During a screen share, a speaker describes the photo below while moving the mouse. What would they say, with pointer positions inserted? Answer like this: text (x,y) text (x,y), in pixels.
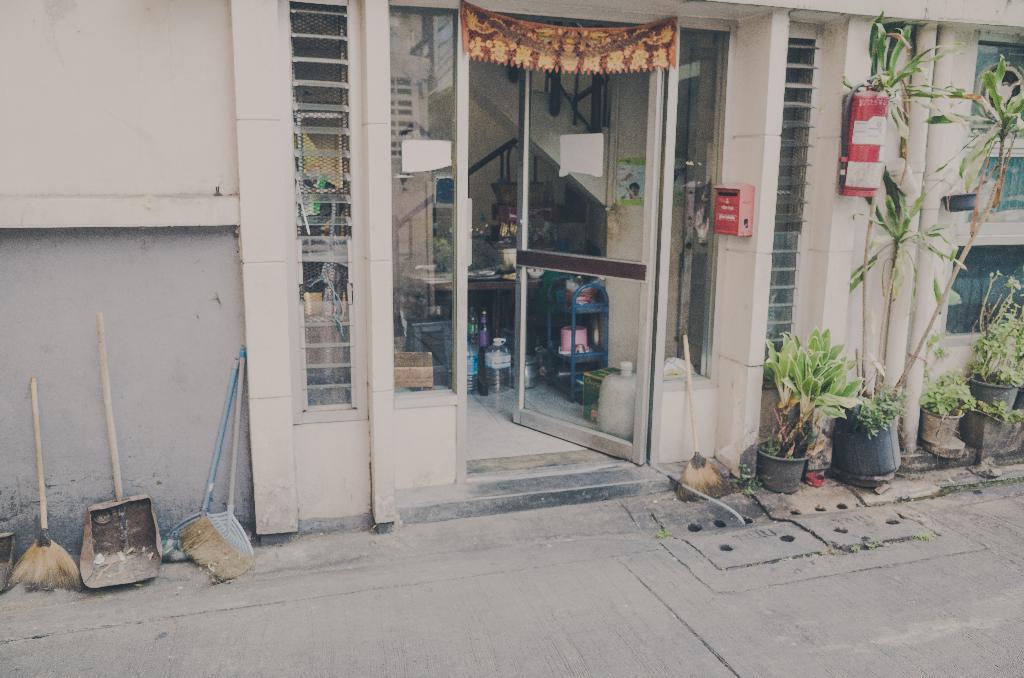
In the center of the image (554,250) there is a door (549,421). On the right side of the image (1018,49) we can see house plants (871,379), trees (888,208), windows (790,150) and fire extinguisher (879,116). On the left side of the image (177,104) we can see shovel (107,538) and wall (98,408).
